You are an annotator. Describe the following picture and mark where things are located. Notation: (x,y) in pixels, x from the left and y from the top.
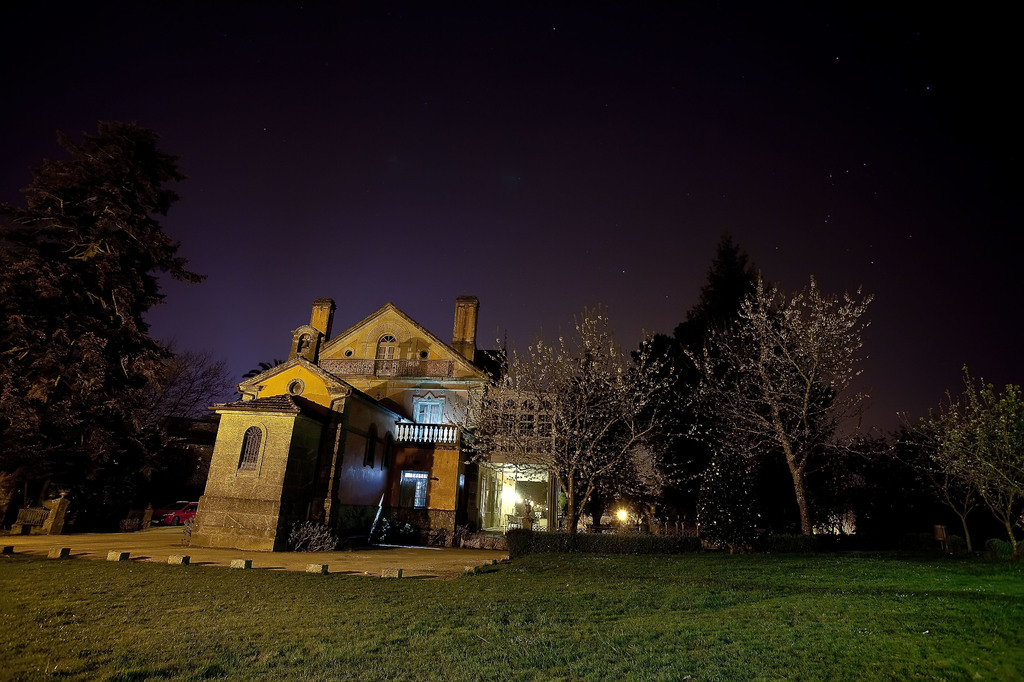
In the image there is a home (376,431) on the left side (227,533) with trees (697,459) around it on the grassland (891,677), this is clicked at night time.
